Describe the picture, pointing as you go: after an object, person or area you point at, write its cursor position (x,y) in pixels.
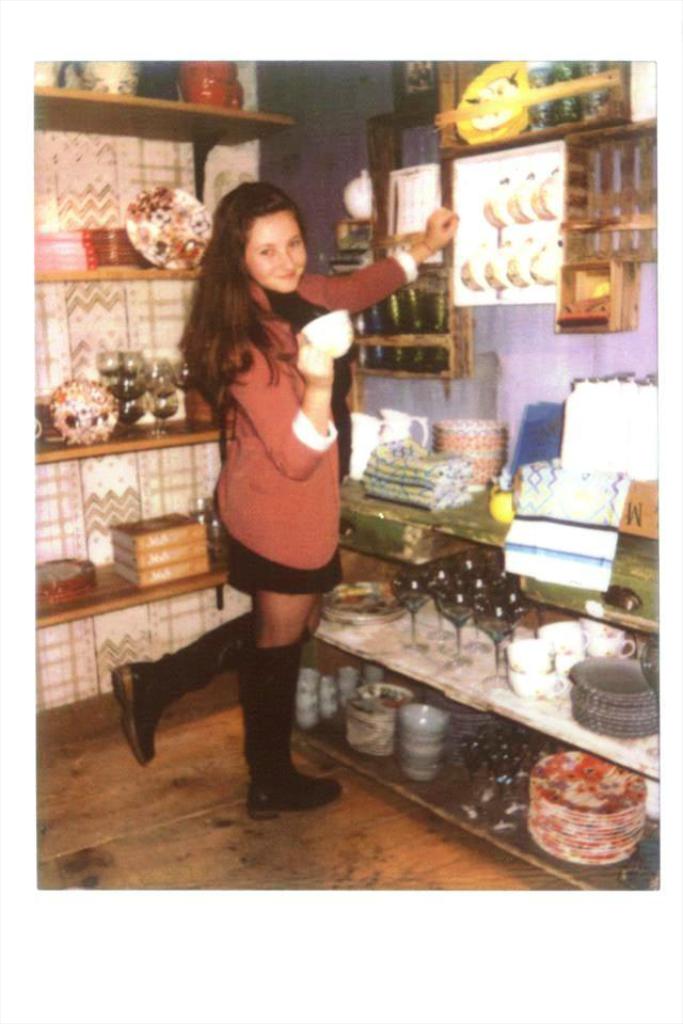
Here we can see a girl (254,369) is standing on one leg (294,634) on the floor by holding a cup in her hand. In the background (86,430) there are plates (471,735), glasses (471,754), bowls (374,733), cups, jars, books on the racks (339,723) and there are clothes (416,479) and other objects (354,433) on a table (356,493). There is a standing with some objects (431,202) on it on the wall (544,381).
